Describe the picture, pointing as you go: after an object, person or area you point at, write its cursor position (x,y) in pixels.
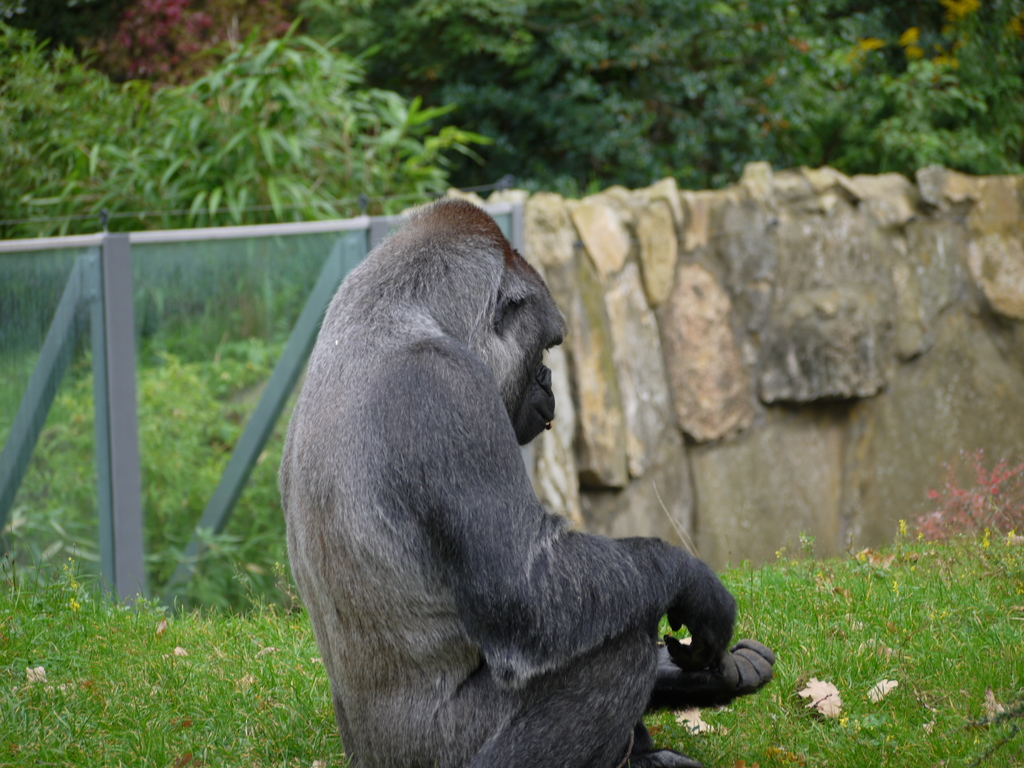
In this image I can see a gorilla (516,344) sitting on the ground (992,651) facing towards the right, I can see a rock wall (775,204) and a metal mesh fencing (233,533) behind the gorilla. I can see the ground (224,666) with grass (819,658) at the bottom of the image (980,665). At the top of the image (967,125) I can see the trees (712,74).
